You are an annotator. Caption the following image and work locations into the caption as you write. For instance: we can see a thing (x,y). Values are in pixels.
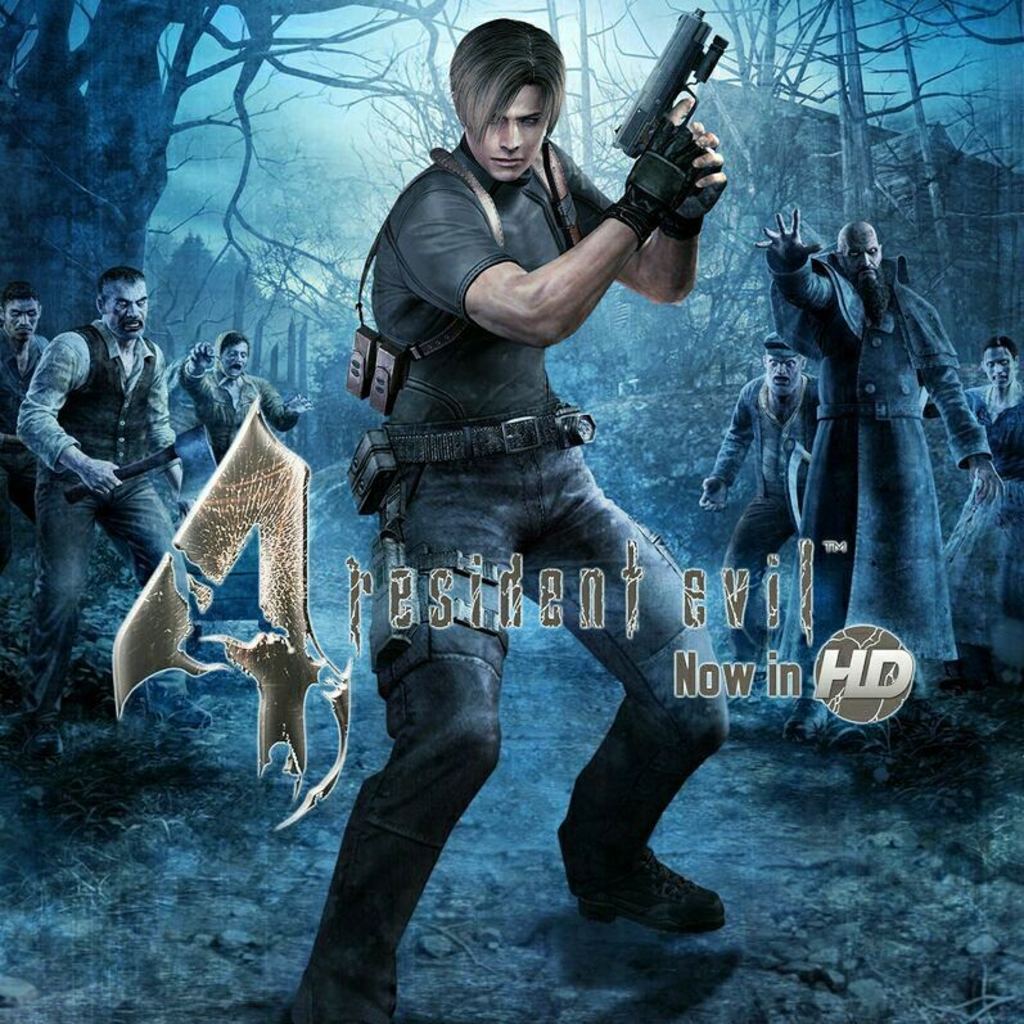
In the picture I can see an image of a person (502,481) standing and holding a gun (655,96) in his hands (674,126) and there is resident evil now in HD written on it and there are few other persons (848,361), trees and buildings (879,153) in the background (356,262).
